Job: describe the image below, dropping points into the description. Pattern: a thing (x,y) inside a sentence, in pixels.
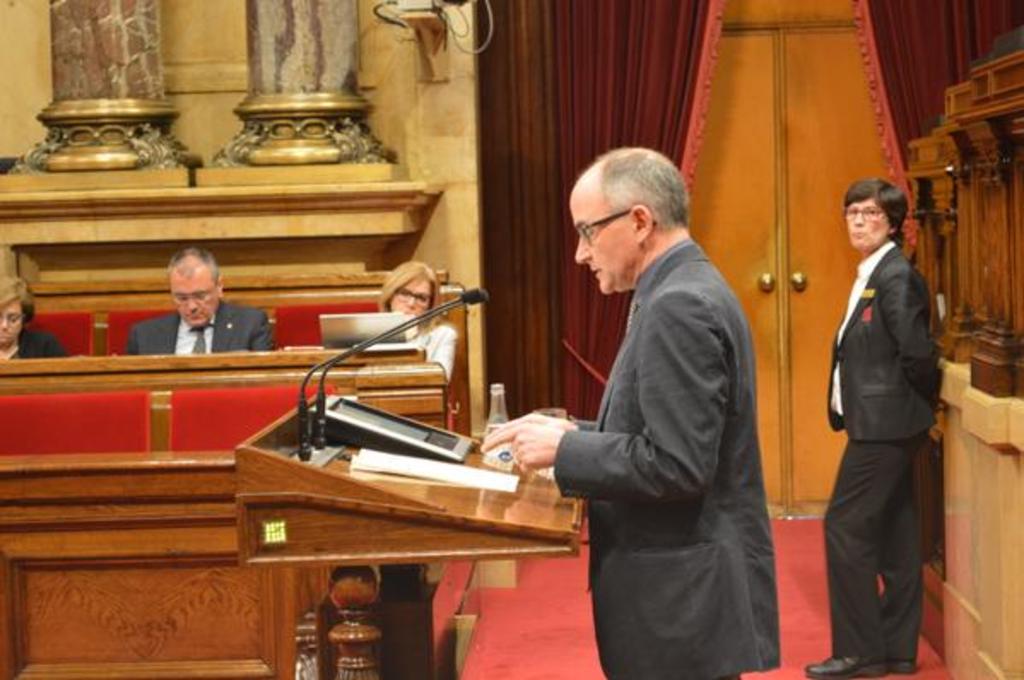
In this picture we can see a person (625,521) in front of the podium (547,479). There is a bottle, tablet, paper (439,464) and microphones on the podium (545,544). We can see a woman (912,319) on the left side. There are a few people (418,299) sitting on a chair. We can see a laptop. There are pillars (97,126), curtains (525,135), door (753,226) and a door handle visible in the background (808,107).
